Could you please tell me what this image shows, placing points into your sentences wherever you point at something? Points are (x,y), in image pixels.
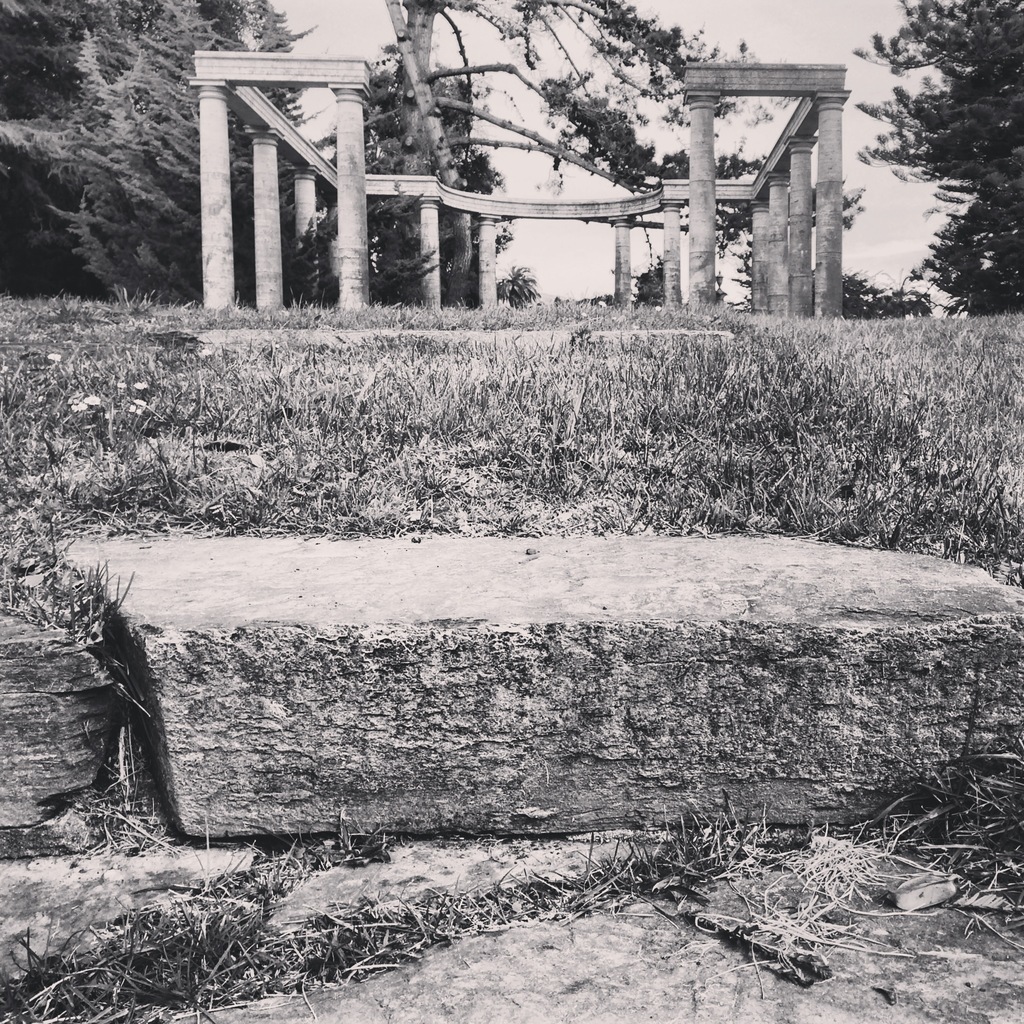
This is a black and white picture, there is grassland (478,344) in the front (606,464) and in the back (308,215) there is construction (700,142) with trees (723,232) on either side.
